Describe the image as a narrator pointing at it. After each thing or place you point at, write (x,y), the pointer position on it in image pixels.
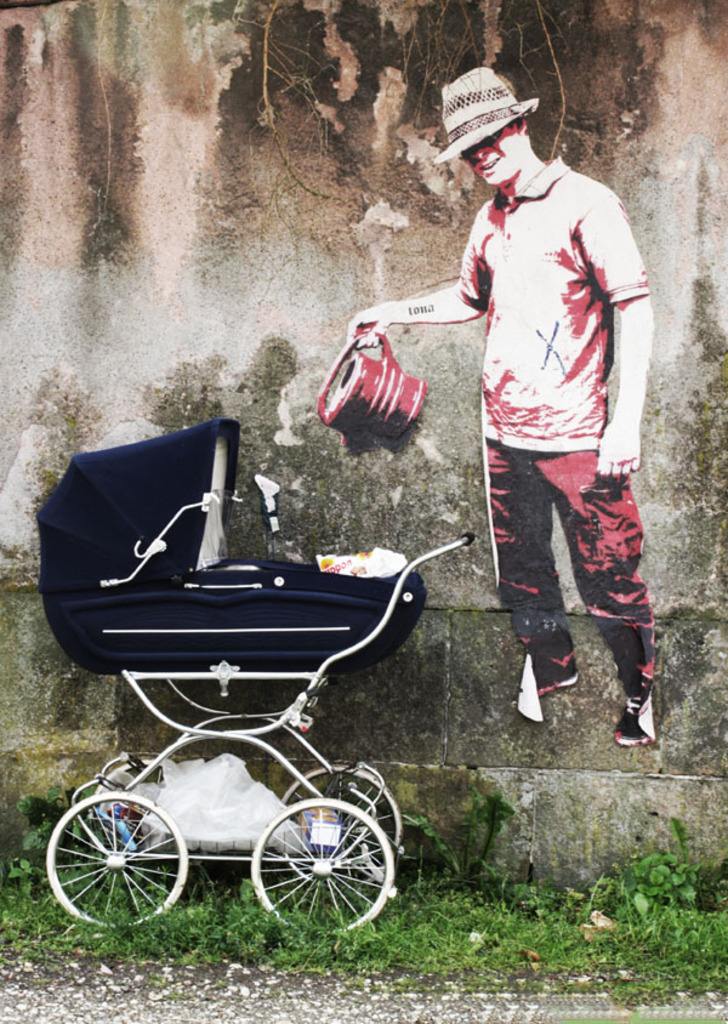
In this image there is a wall poster (562,356) of a man (578,293) on the wall (394,210). On the left side (180,630) there is a cradle (249,672) on the ground (326,939). At the bottom (57,1002) there are stones (352,990).
